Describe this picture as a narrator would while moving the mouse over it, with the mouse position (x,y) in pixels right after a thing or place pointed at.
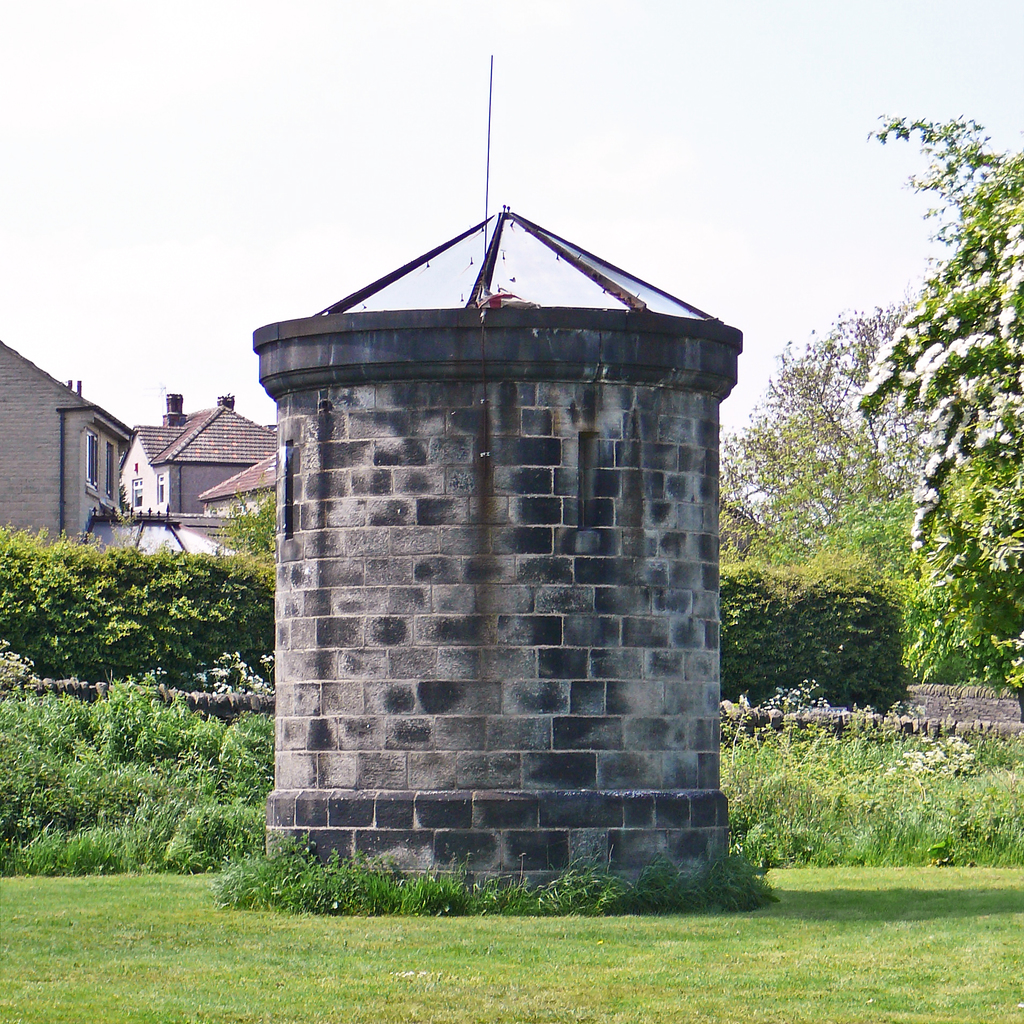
In this image we can see houses (157,490), there are plants (112,556), trees (914,653), grass (488,1007), flowers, also we can see the tank (488,750), and the sky (480,212).
